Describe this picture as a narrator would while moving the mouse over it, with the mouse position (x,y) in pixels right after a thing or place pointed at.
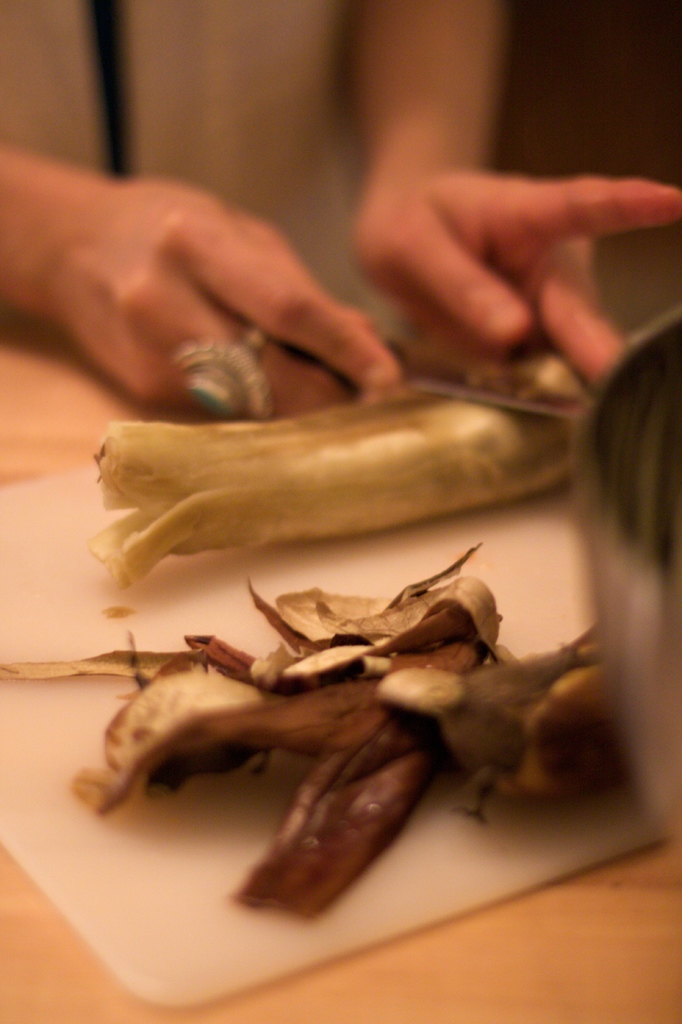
In the center of the image (299,475) there is a table (293,992) and we can see a cutting board (227,869), peels (224,753) and a fruit (425,480) placed on the table (507,912). In the background (340,258) we can see a person (227,256) cutting a fruit (373,447).
